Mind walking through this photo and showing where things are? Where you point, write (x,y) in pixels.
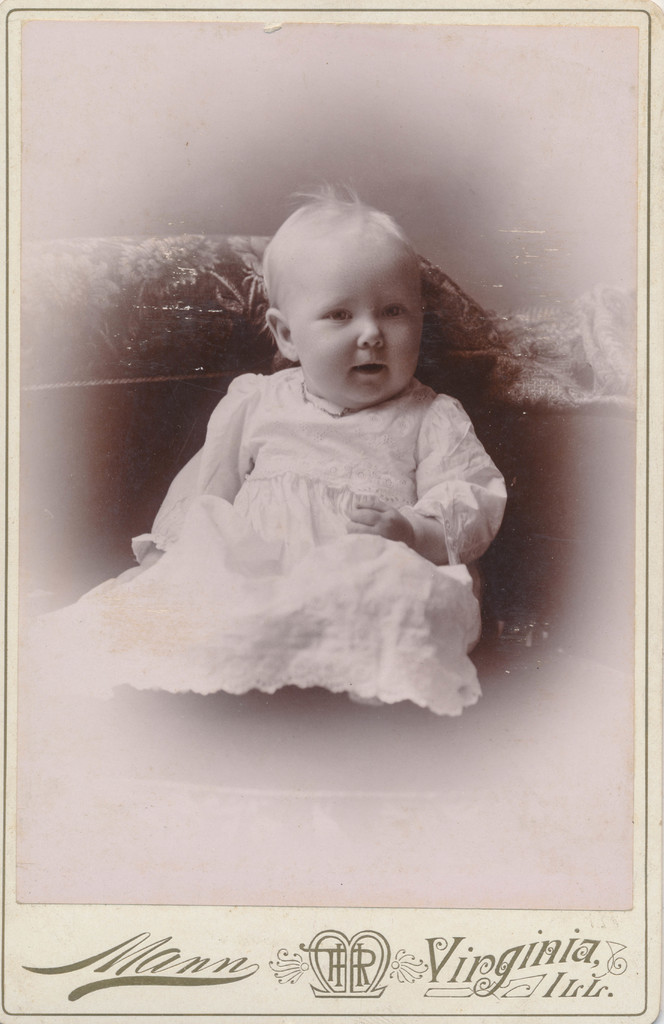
In this image we see the photo of a small baby (274,571) in a white frock (303,523) sitting and looking at someone.
